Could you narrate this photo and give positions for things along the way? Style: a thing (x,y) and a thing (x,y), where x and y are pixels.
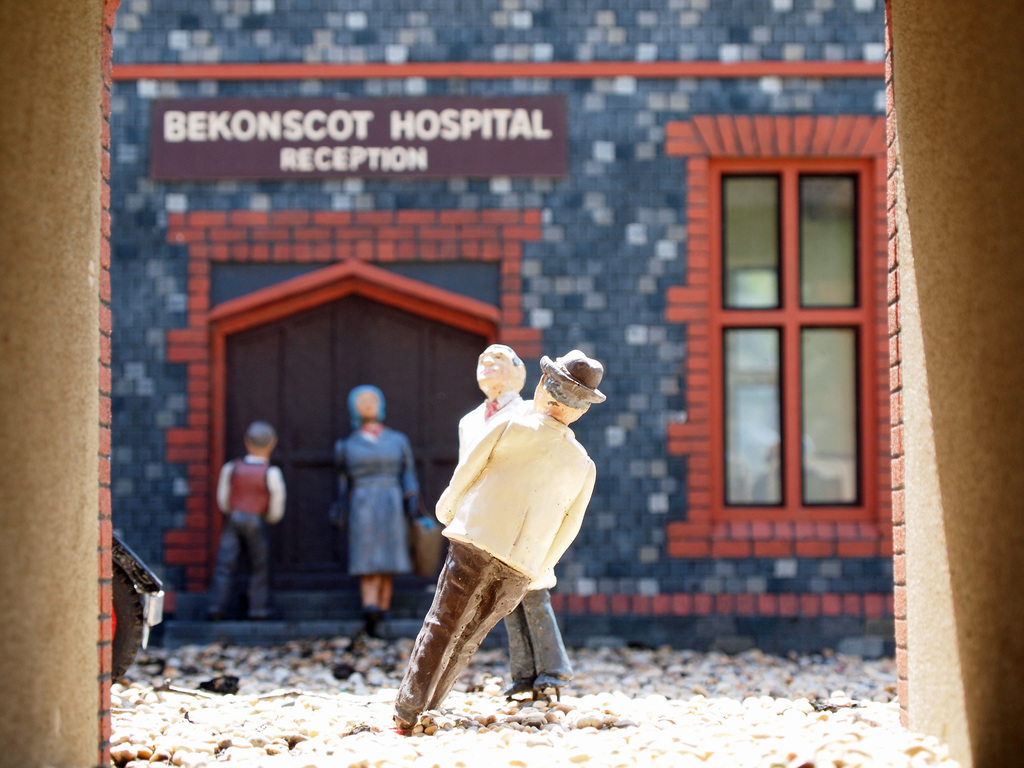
In the middle of the image (487,493) there are two statues (504,541). On the left (69,557) and right sides of the image there are walls (950,336). On the ground (458,714) there are stones (429,728). In the background (542,110) there is a building (630,541) with walls (685,346), windows (837,421) and also there is a door (272,367). In front of the door (292,367) there are two statues (262,460). And there is a name board (211,137) on the wall (138,128).
